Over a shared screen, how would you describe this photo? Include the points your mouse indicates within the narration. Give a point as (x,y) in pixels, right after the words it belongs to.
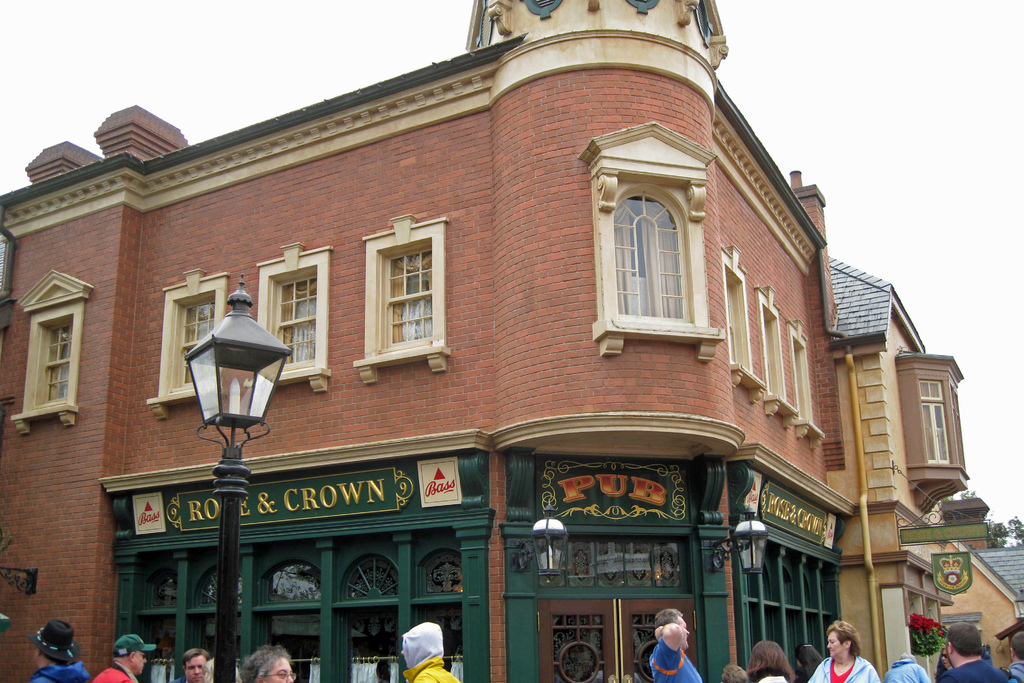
In the image there is a building (137,268) in the front (478,423) with many windows (379,313) and doors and there are many people (290,671) walking in front of the building (699,665) and above its sky (804,65).
